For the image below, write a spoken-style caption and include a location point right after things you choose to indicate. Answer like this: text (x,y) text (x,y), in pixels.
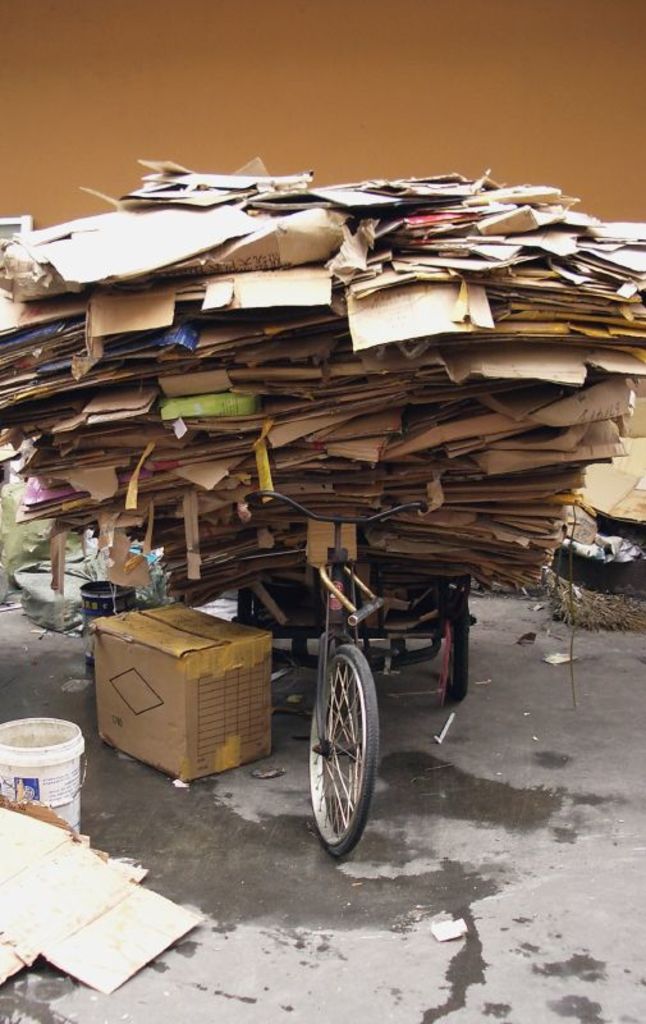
In this picture there cardboard boxes (373,320) on the vehicle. At the bottom (137,739) there is a cardboard box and there are buckets (3,784) and there is a broom (578,596) and there are papers (606,560). At the back (302,75) there is a wall (314,69).
